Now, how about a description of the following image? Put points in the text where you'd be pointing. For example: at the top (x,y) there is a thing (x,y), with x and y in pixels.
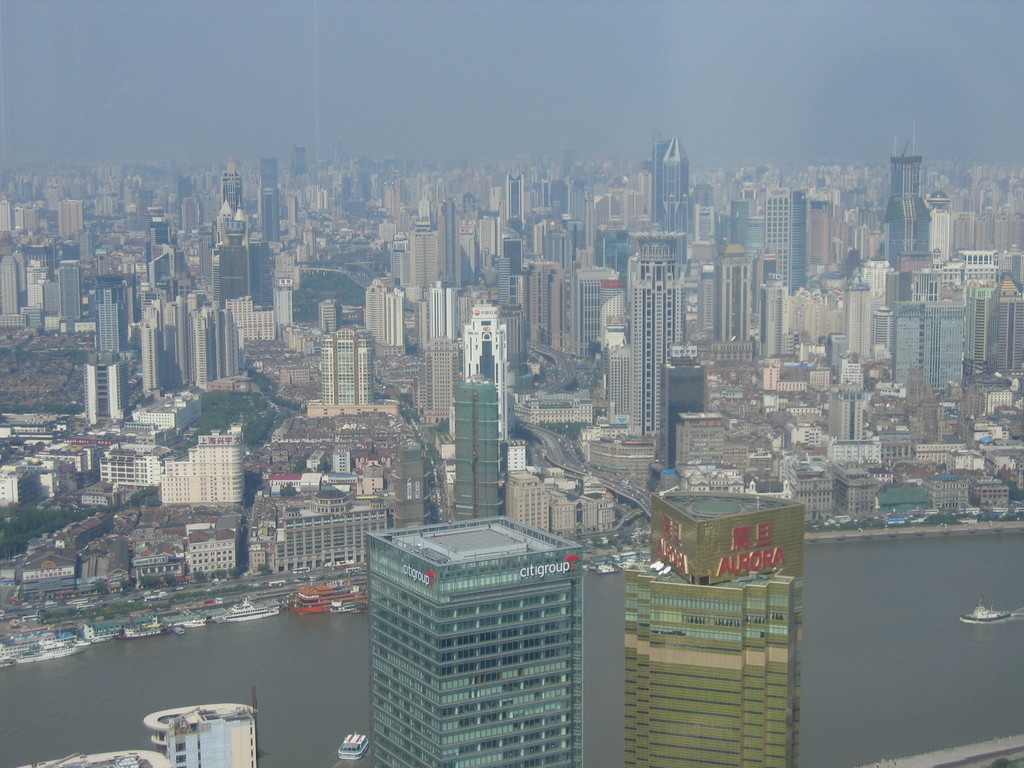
This image is taken from the top, where we can see the city (605,311) which includes buildings (280,258), water (953,594), boats (335,607), few ships (315,605) and the sky (258,72).
